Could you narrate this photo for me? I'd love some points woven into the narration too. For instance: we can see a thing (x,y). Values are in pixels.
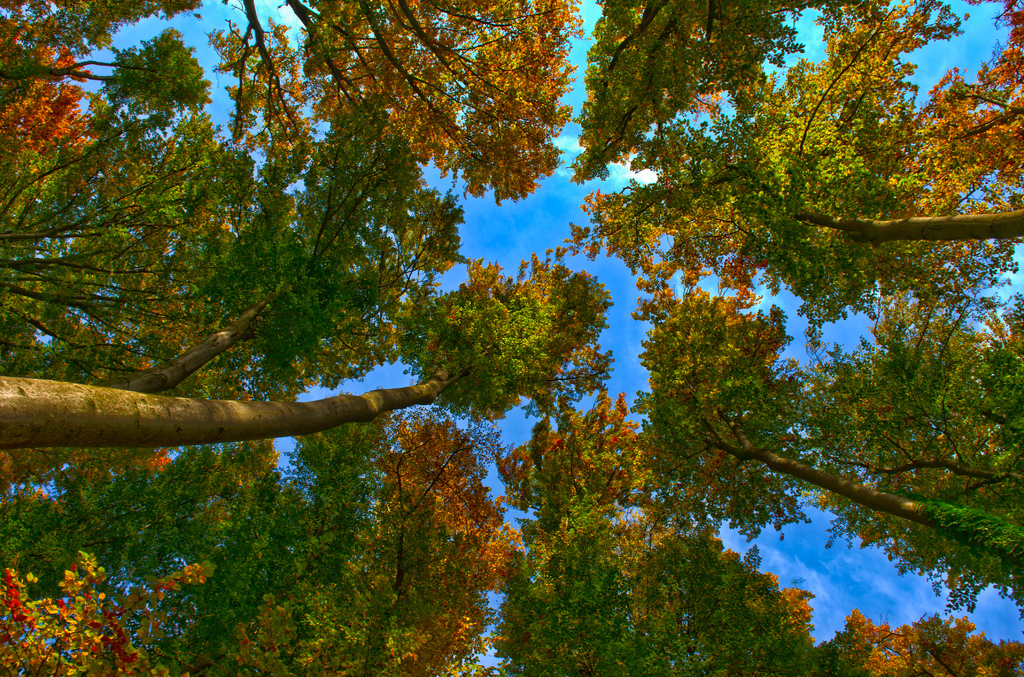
In this image, we can see trees (581,273) and in the background (535,203), there is sky (530,202).
